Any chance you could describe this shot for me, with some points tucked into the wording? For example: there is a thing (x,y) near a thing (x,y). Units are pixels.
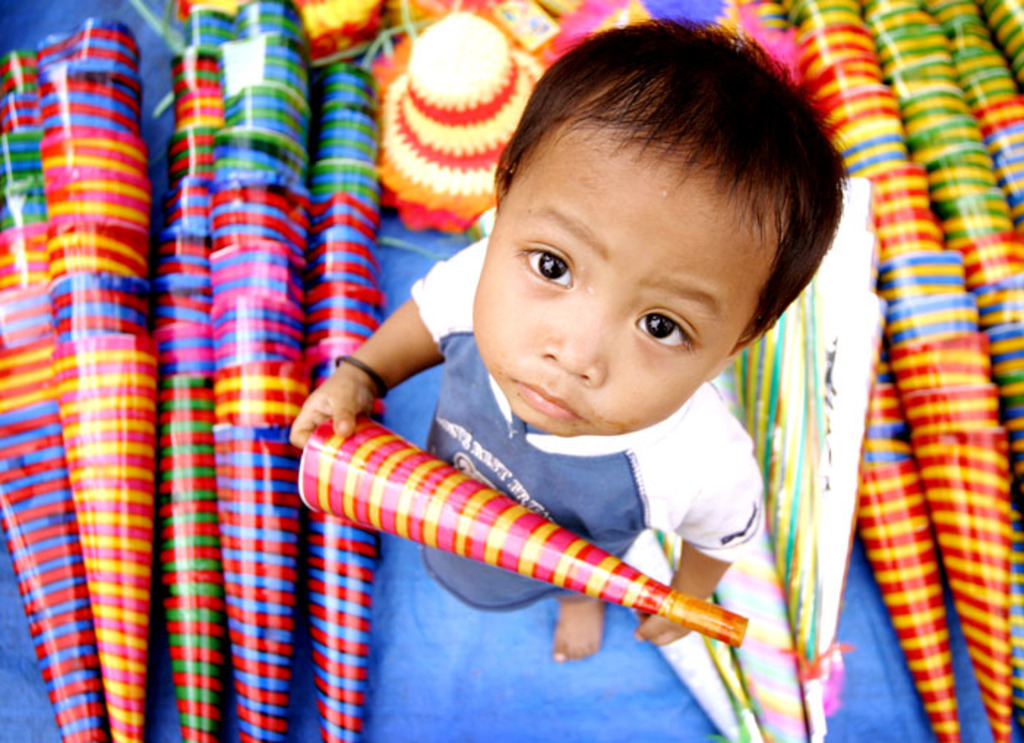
In this image we can see a kid (456,321) is holding an object (443,544). In the background (11,378) we can see objects (334,723).
